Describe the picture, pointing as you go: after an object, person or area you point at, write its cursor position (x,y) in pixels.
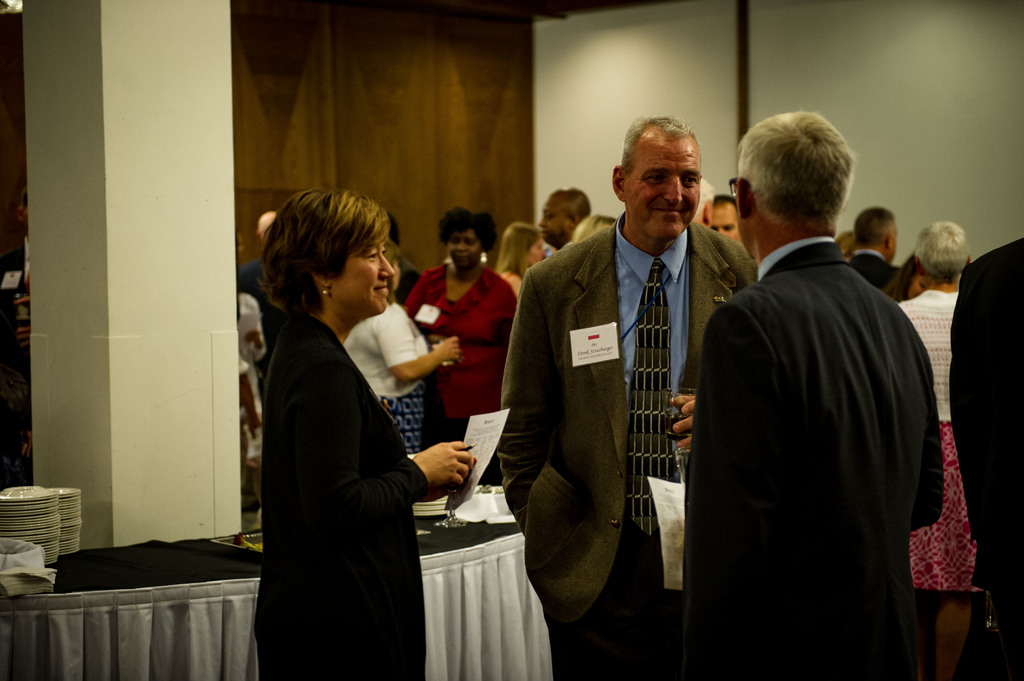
Here people (491,378) are standing, these are plates (50,515), this is wall (763,64).
